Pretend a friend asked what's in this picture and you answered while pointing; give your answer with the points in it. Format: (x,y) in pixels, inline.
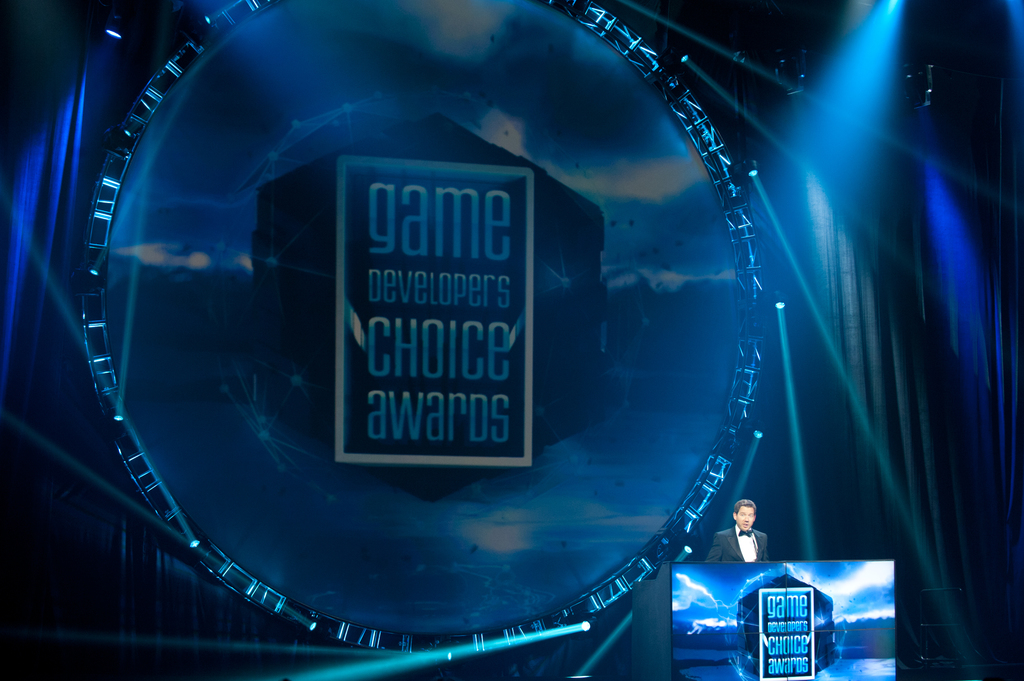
In this image I see a man (718,541) who is wearing a suit (764,542) and I see that he is standing in front of a podium (798,613) and I see something is written over here. In the background (7,344) I see the lights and the curtains (922,312) and I see something is written over here too.
